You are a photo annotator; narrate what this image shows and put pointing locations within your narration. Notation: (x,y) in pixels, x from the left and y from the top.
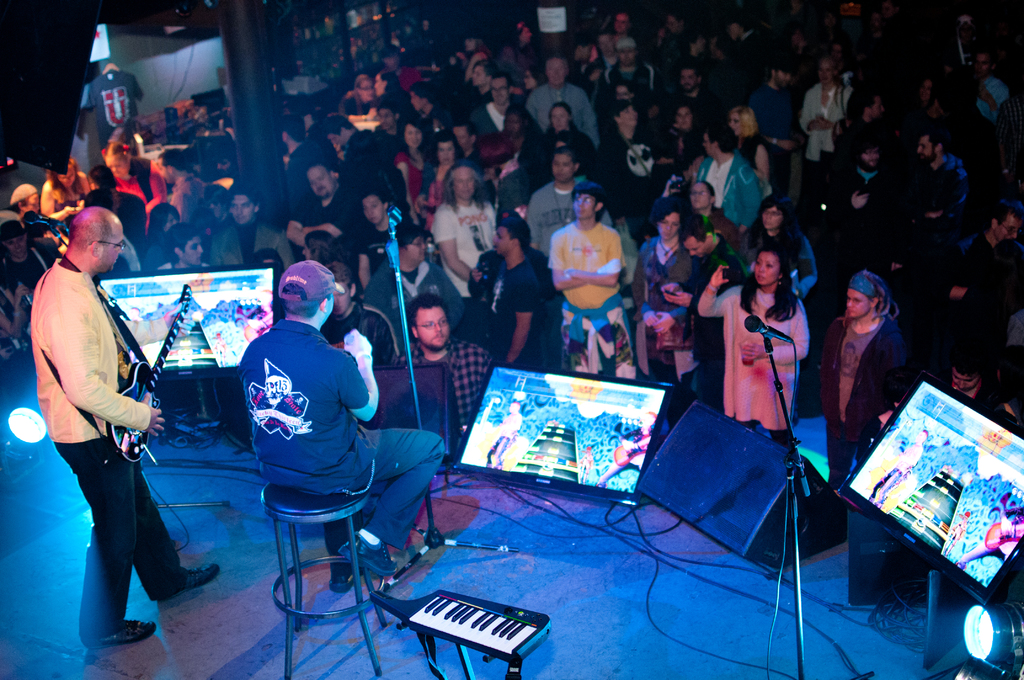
In the picture we can see this person (290,409) wearing cap (321,287) on his head (321,306) is holding a mic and sitting on the stool (303,556) and this person (107,331) on the left side of the image (107,331) is playing the guitar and standing on the stage (295,665). here we can see the piano (483,640), monitor screens (588,469), speaker boxes (830,519), mics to the stands (438,528) and wires (893,631) and show lights (10,437) on the stage (656,668). In the background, we can see people (358,264) are standing on the ground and we can see pillars (243,105).
